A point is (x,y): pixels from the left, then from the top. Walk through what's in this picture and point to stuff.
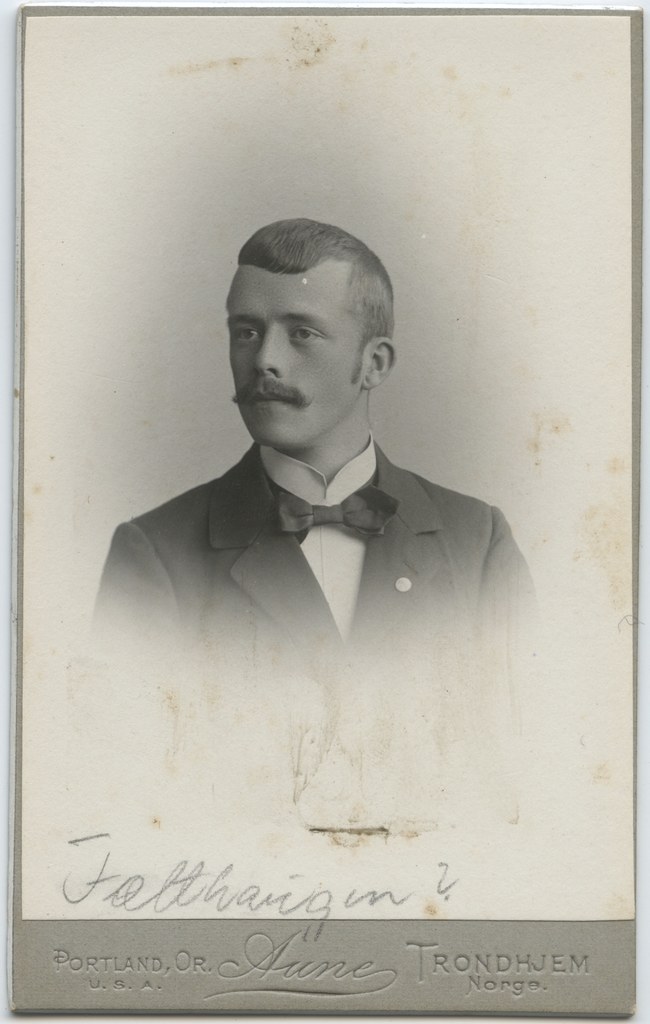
In this picture we can see a photograph (404,517).
